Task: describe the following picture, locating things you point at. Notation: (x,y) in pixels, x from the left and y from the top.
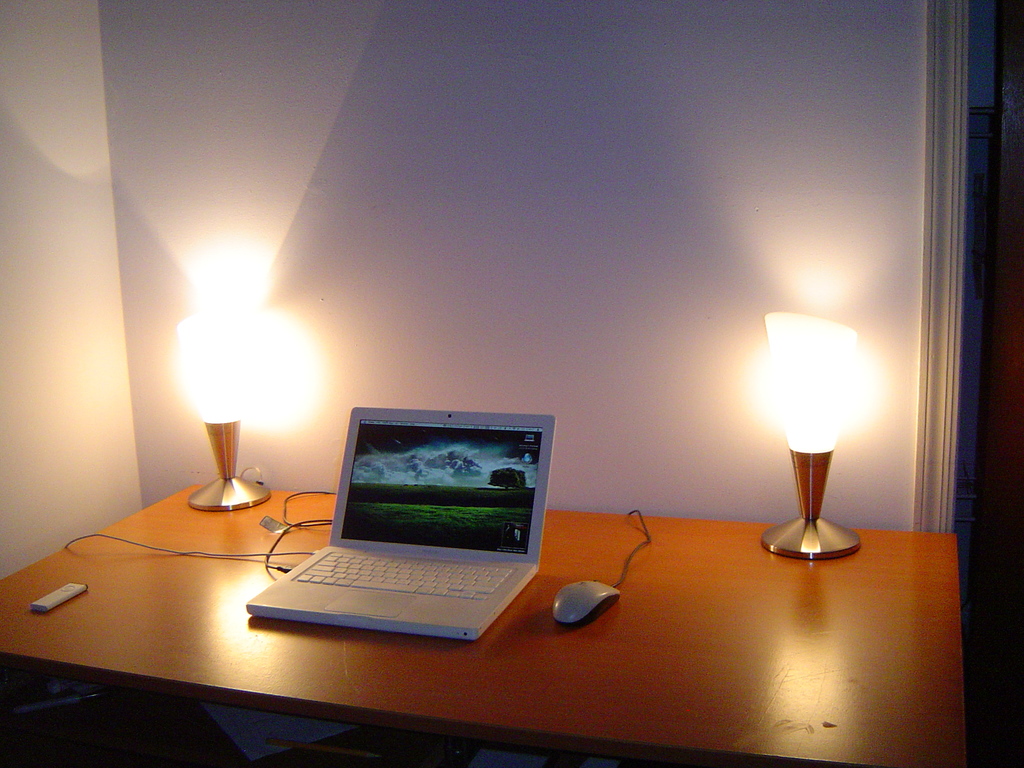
In this image, there is a table (731,670) which is in yellow color, on that table (99,589) in the middle (523,496) there is a laptop (399,619) which is in white color, there is a mouse (567,608) in gray color, there are some lamps (809,515) kept on the table (524,629), in the background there is a white color wall (781,453).
